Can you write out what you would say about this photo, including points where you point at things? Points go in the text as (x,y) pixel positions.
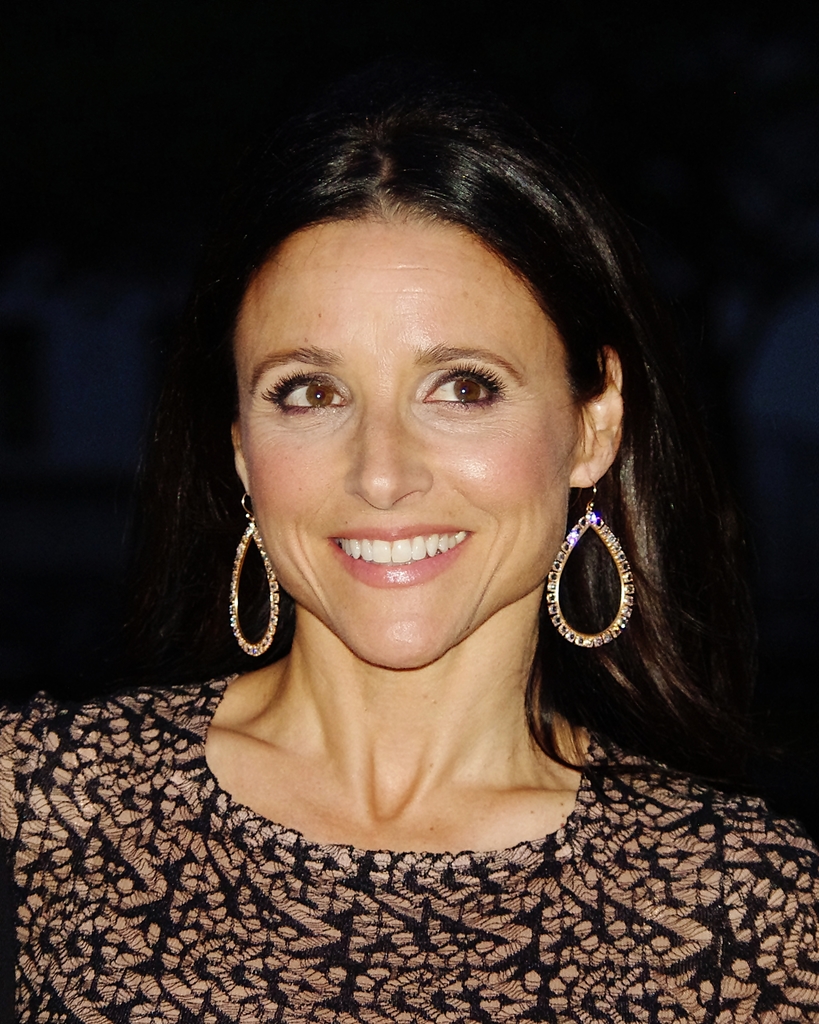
In this image we can see a person (72,902) wearing black and gold color dress (329,902) also wearing ear rings (549,608) which are of gold color.
